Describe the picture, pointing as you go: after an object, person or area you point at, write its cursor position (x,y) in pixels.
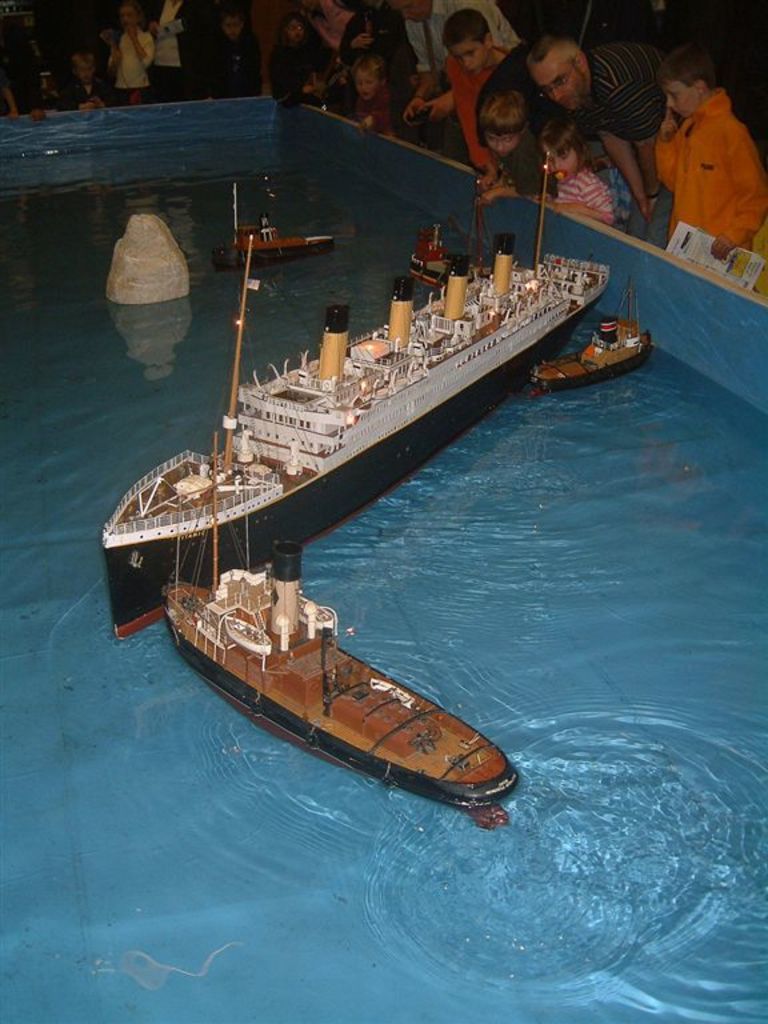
Here in this picture we can see a pond (499,412) filled with water (134,884) and in that we can see miniature ships (286,607) and boats (270,664) present and beside that we can see number of people (388,58) and children (673,159) standing and watching.
